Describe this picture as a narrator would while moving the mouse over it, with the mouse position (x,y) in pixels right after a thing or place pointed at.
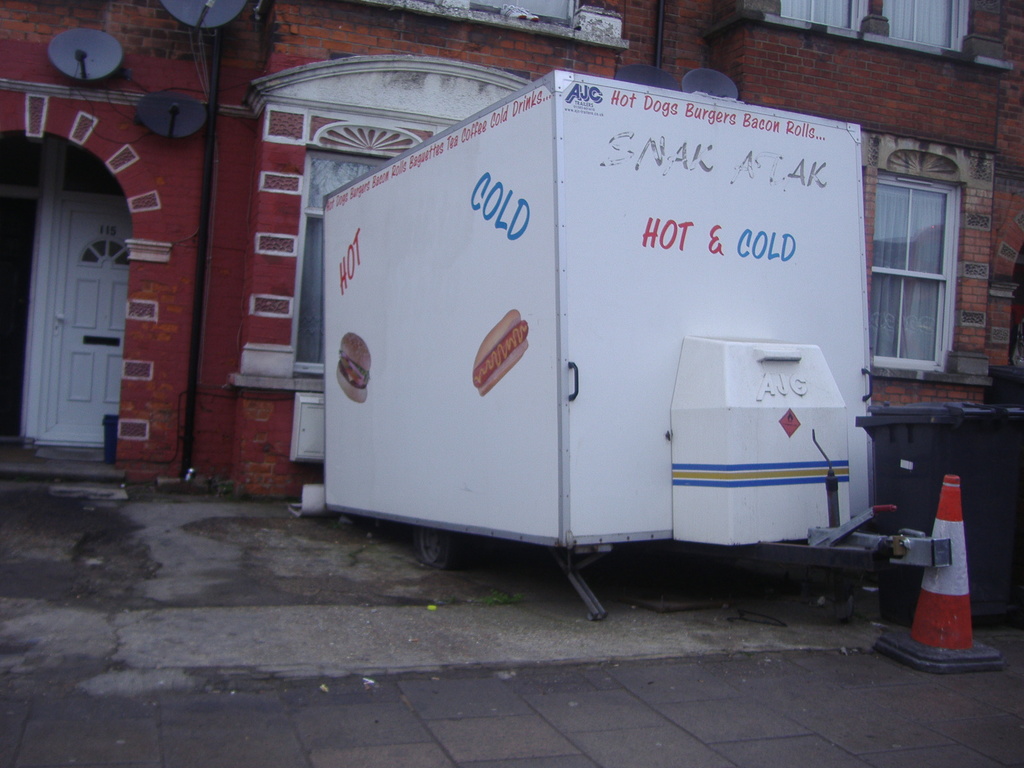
In this image we can see a container (581,359). On the container (704,262) we can see some text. Behind the container (548,236) we can see a wall (952,150) of a building (891,46). On the wall (902,122) we can see the windows (947,316) and antennas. On the left side (102,327), we can see a door (63,284). On the right side (924,455), we can see a dustbin (983,531) and a barrier (940,611).
